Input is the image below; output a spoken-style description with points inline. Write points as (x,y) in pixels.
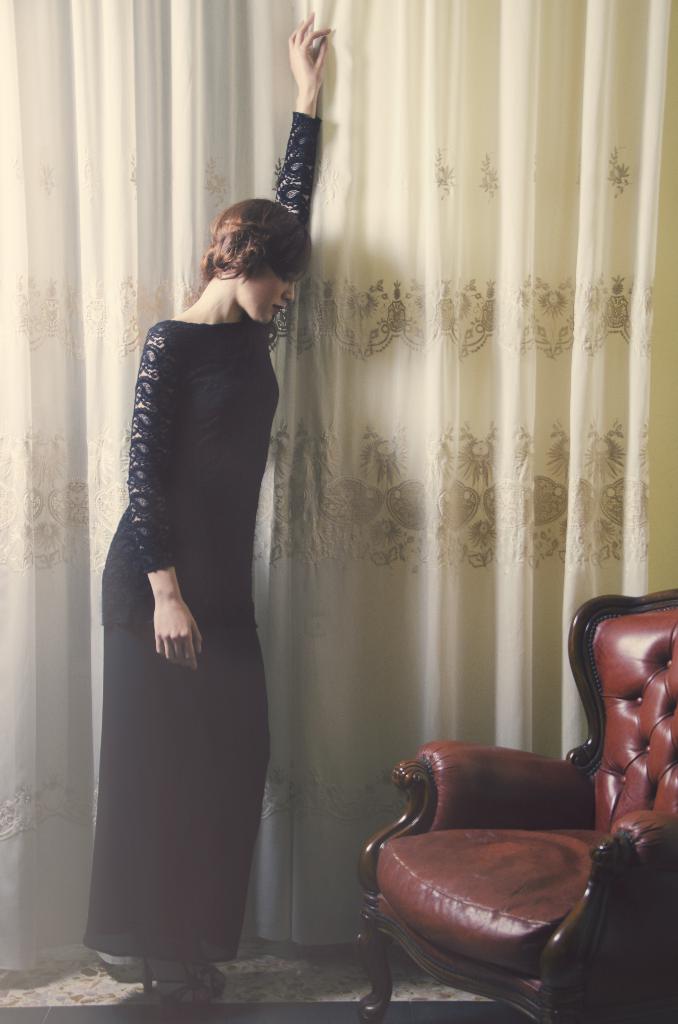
A lady (192,508) with black dress (200,661) is standing. In front of her there is a red color chair (608,758). In the background (539,370) there is a curtain (424,394).
